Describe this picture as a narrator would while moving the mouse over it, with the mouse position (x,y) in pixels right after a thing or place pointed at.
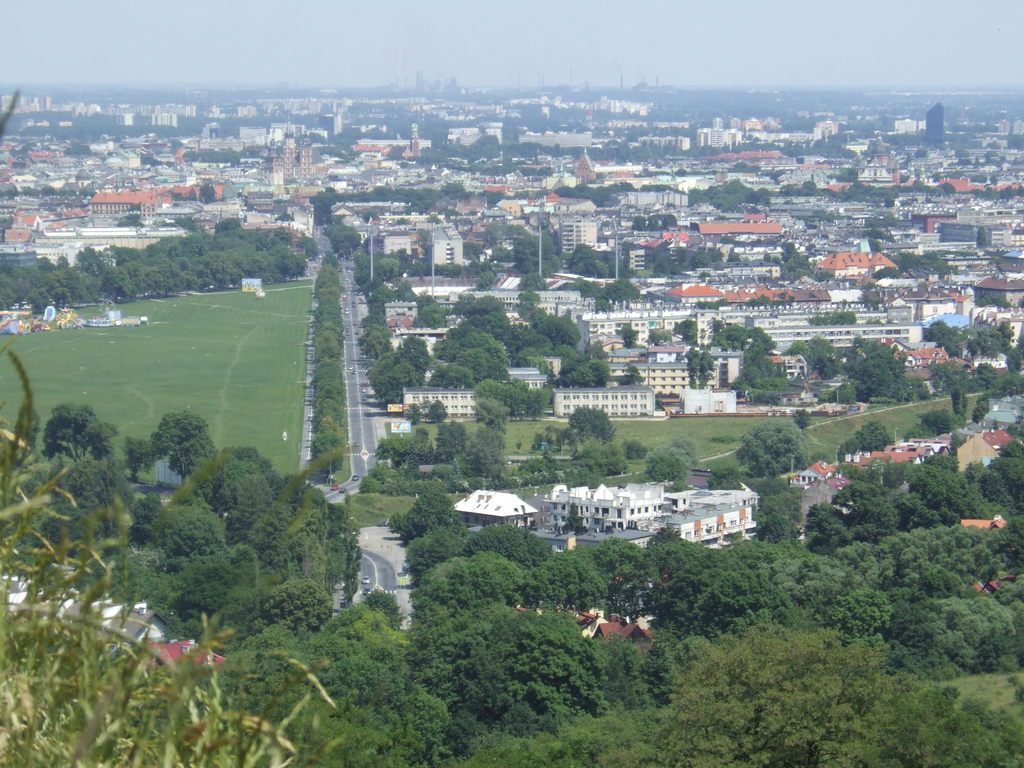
This is an outside view. In this image, I can see many buildings (596,401) and trees (841,702). On the left side (127,346), I can see the grass (189,367) on the ground (241,355) and there are few vehicles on the roads (350,412). At the top of the image (562,53) I can see the sky (235,53).
